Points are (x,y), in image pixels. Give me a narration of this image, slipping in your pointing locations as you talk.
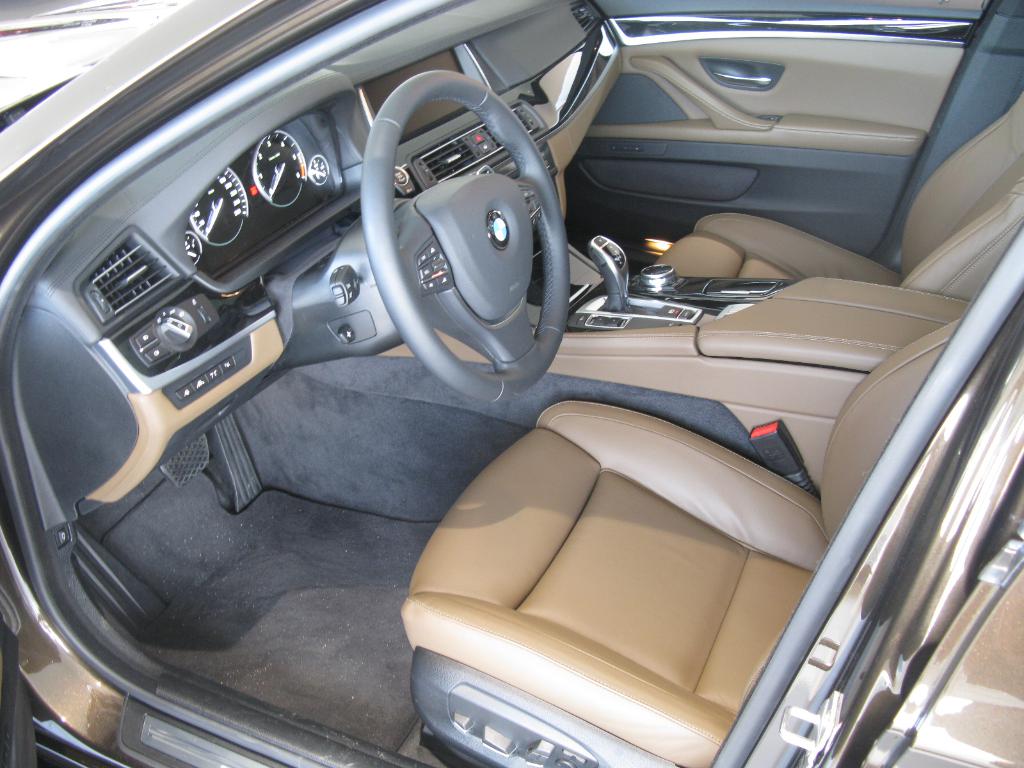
It is a zoomed in picture and in this image we can see the inside view of a car (488,283).
